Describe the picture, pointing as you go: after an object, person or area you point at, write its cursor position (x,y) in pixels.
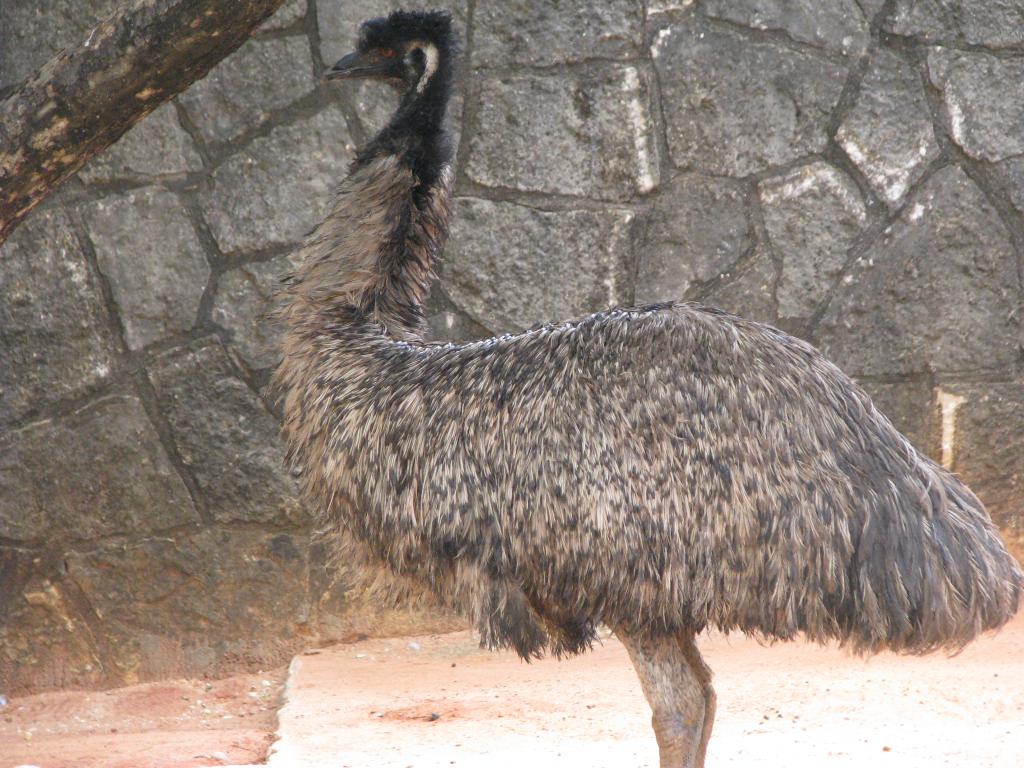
In this picture I can see a bird (436,346) called emu (484,393) and I can see a tree bark (127,47) and a wall (633,286).
